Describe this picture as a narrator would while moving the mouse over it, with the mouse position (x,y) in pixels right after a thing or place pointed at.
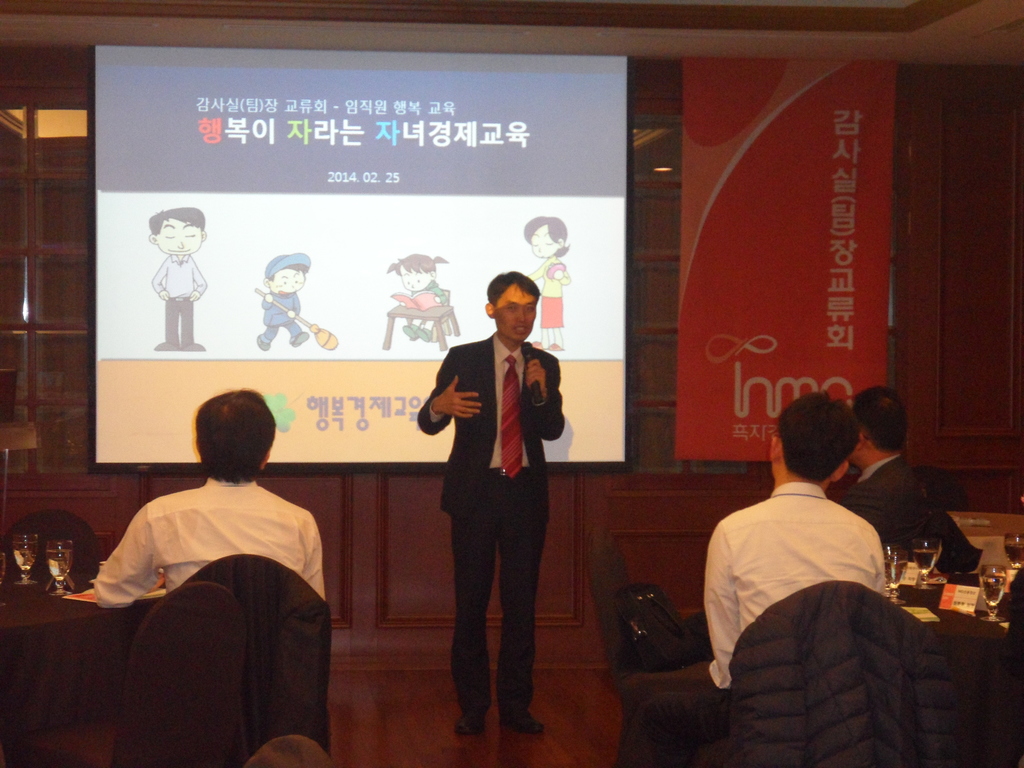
In the image we can see there is a man (513,429) standing and he is holding mic (532,387) in his hand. There are people (778,593) sitting on the chair (179,664) and on the table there are wine glasses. Behind there is a projector screen (401,206) on the board (353,223).
